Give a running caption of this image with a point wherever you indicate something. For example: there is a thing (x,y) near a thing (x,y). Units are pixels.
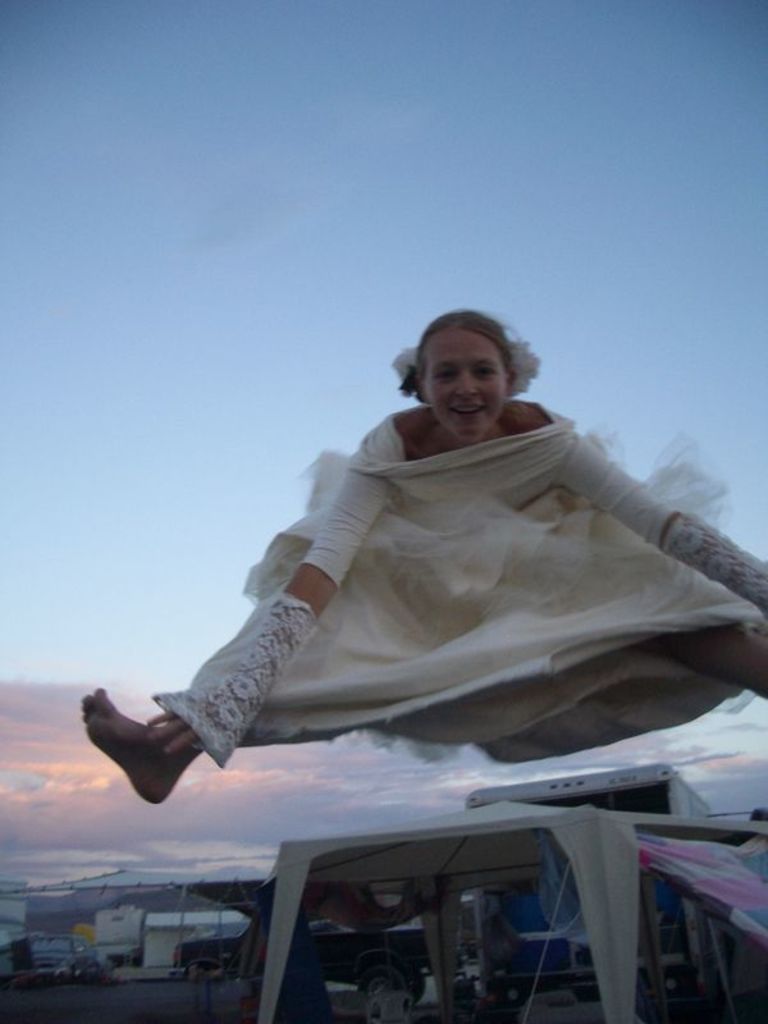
In this image in the center (466,582) there is one woman (365,608) who is jumping, and at the bottom of the image (349,896) there are some vehicles (521,965), poles (452,975) and some objects (671,923). At the top (454,81) there is sky (330,85).
